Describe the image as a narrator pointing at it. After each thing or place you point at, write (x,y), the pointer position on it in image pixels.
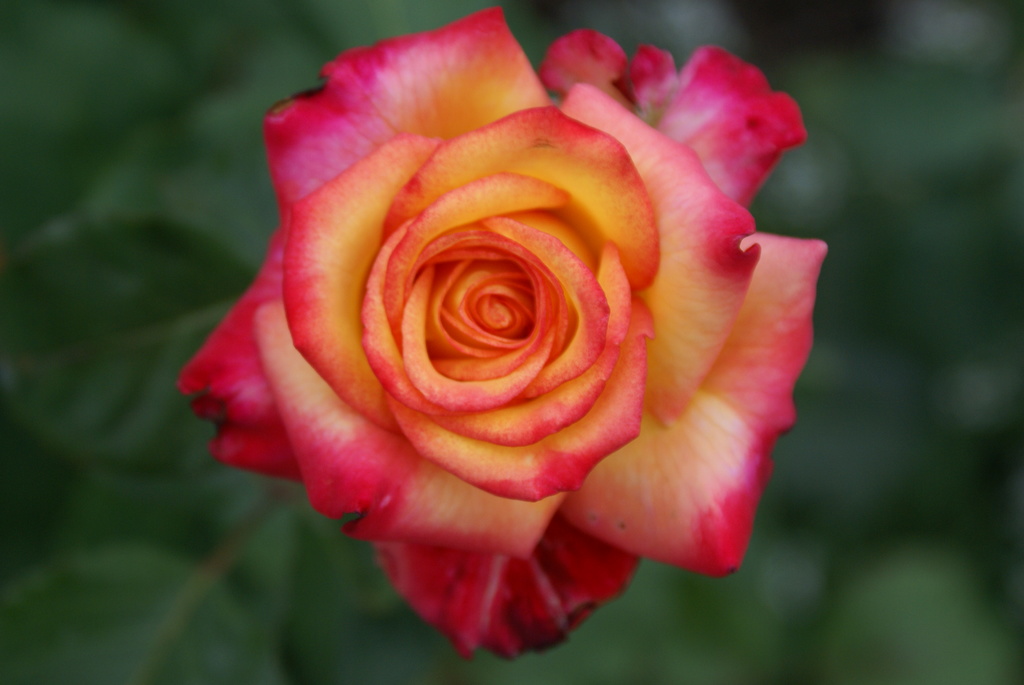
In this image I can see a flower (425,350) which is yellow and red in color and in the background (241,552) I can see a plant (174,554) which is green in color.
